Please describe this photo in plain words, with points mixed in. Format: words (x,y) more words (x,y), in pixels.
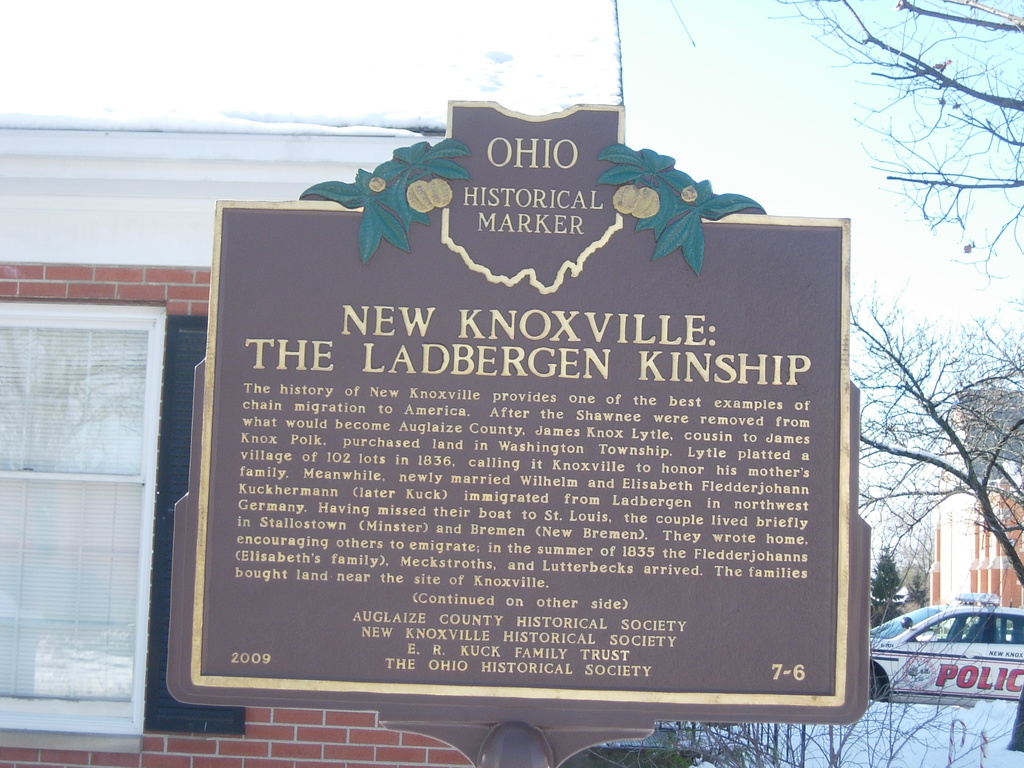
In the foreground of this image (478,508), there is a name board (600,580). In the background (171,492), we can see a building (100,289), a window (115,414), a tree (939,75), a police car (952,628) and the sky (771,163).
